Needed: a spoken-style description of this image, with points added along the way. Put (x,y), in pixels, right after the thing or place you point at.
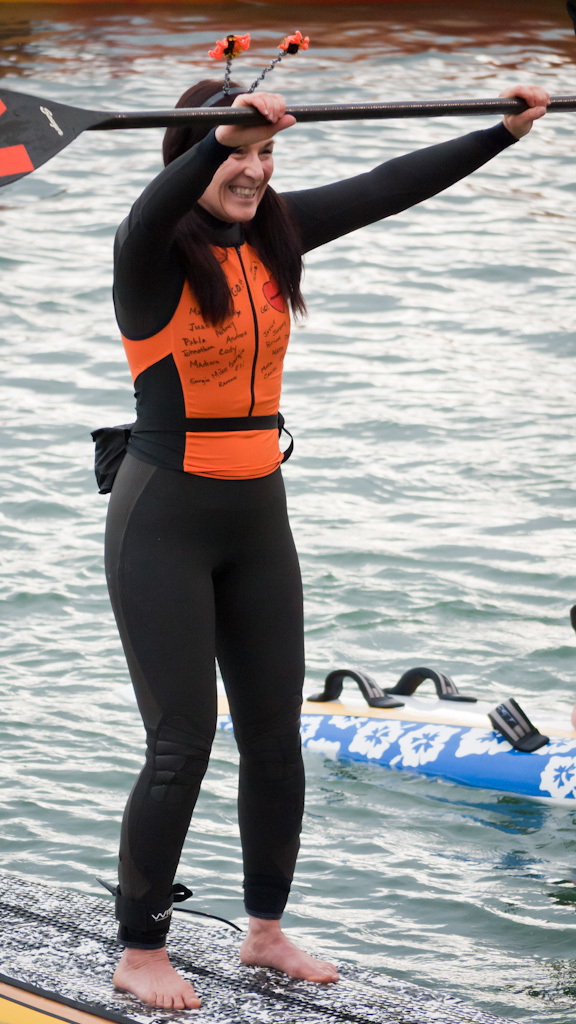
In this picture I can see a woman (201,385) holding a paddle (42,151) in her hands (245,128) and standing on the surfboard (42,990) and I can see water (67,232) and another surf board (467,774) on the right side (392,712).
